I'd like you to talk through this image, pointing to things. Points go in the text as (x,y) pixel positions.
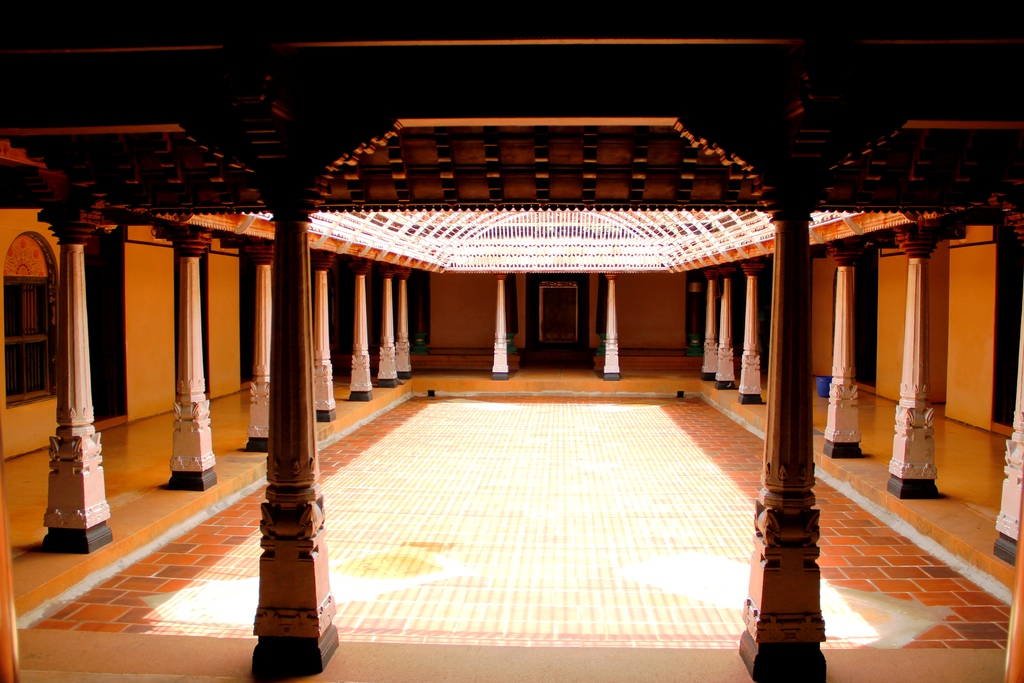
This image is taken from inside the building (512,405). In this image we can see there are pillars (179,398), window (32,356), walls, door (573,334) and there is an open roof (456,216) on the top of the image (490,199).
